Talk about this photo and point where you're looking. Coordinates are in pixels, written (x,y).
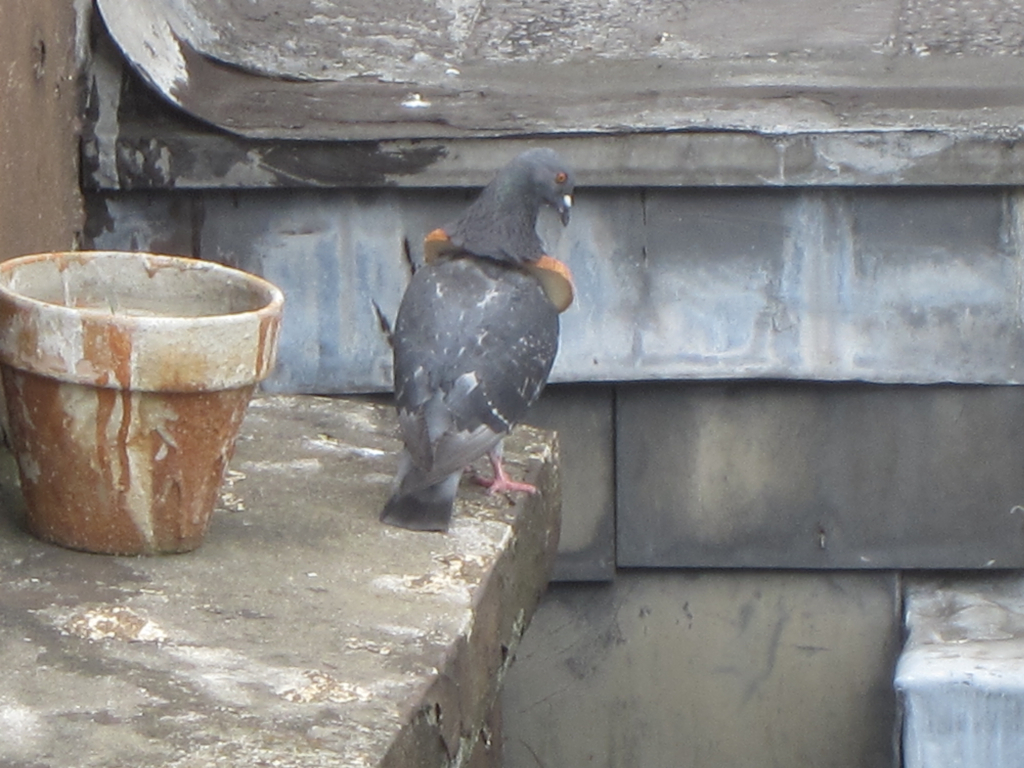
There is a bird (417,278) standing on the platform (337,586) and we can see pot (103,491) and wall (814,399).
